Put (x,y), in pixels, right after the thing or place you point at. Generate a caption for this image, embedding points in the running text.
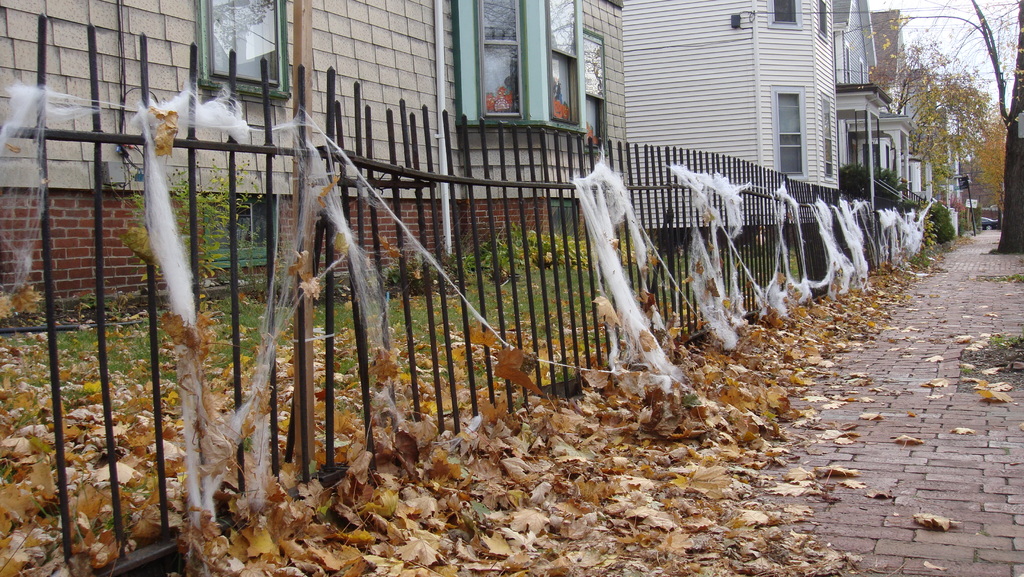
In this image on the left side (318,256) there is a railing (332,234) and there is a cotton (346,228) and some dry leaves (65,370) and plants (941,205), at the bottom (859,478) there is walkway (862,381) and there are some buildings (54,69), trees (969,115), vehicle (992,216) and pole (956,192) in the background (645,120). At the top of the image (974,15) there is sky (970,56).
